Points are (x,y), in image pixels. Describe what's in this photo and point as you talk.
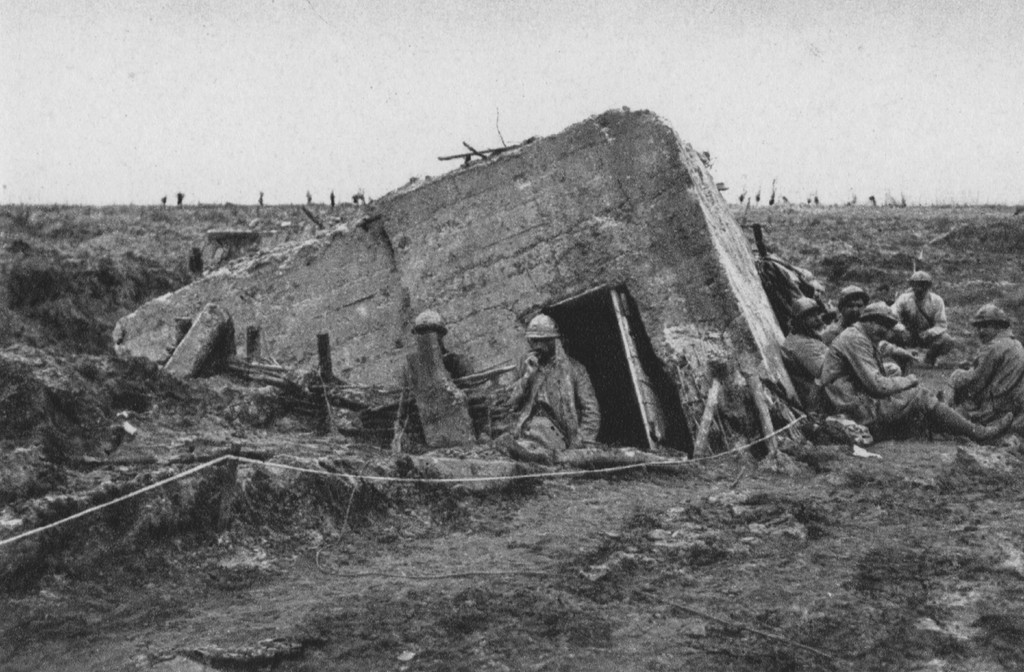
In this image I can see few persons (975,396) sitting, in front (528,202) I can see a building (542,218), at back (128,60) I can see sky (106,61) and the image is in black and white.
